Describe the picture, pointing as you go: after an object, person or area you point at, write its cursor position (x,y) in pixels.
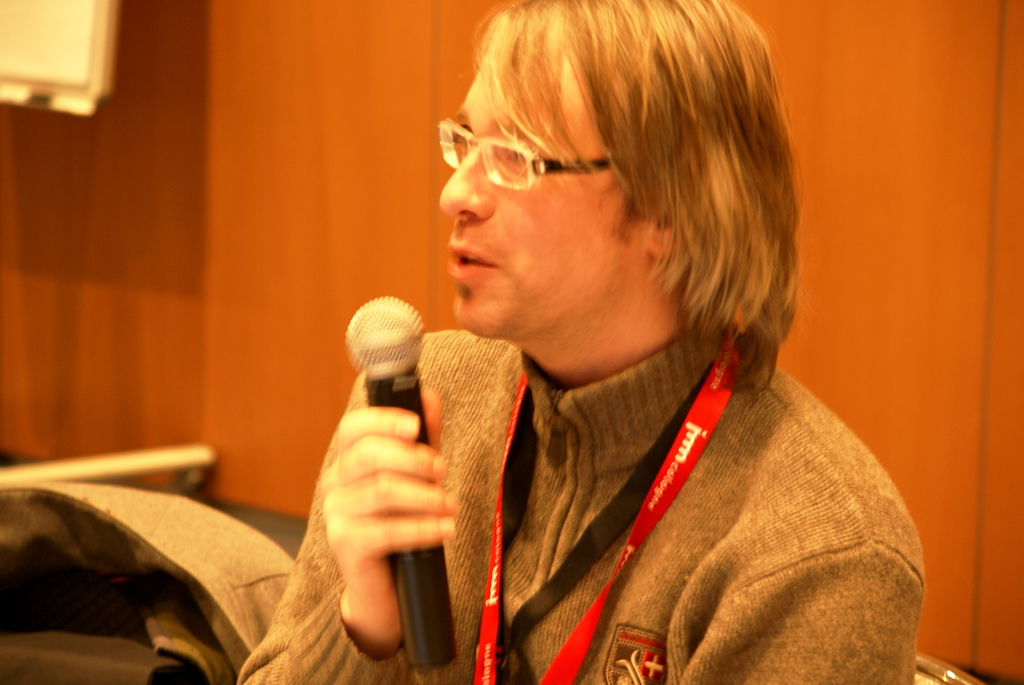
A person (670,505) is speaking holding a microphone (416,585). He is wearing spectacles (531,151) and a red id card (553,675). There is a brown background (192,327).
